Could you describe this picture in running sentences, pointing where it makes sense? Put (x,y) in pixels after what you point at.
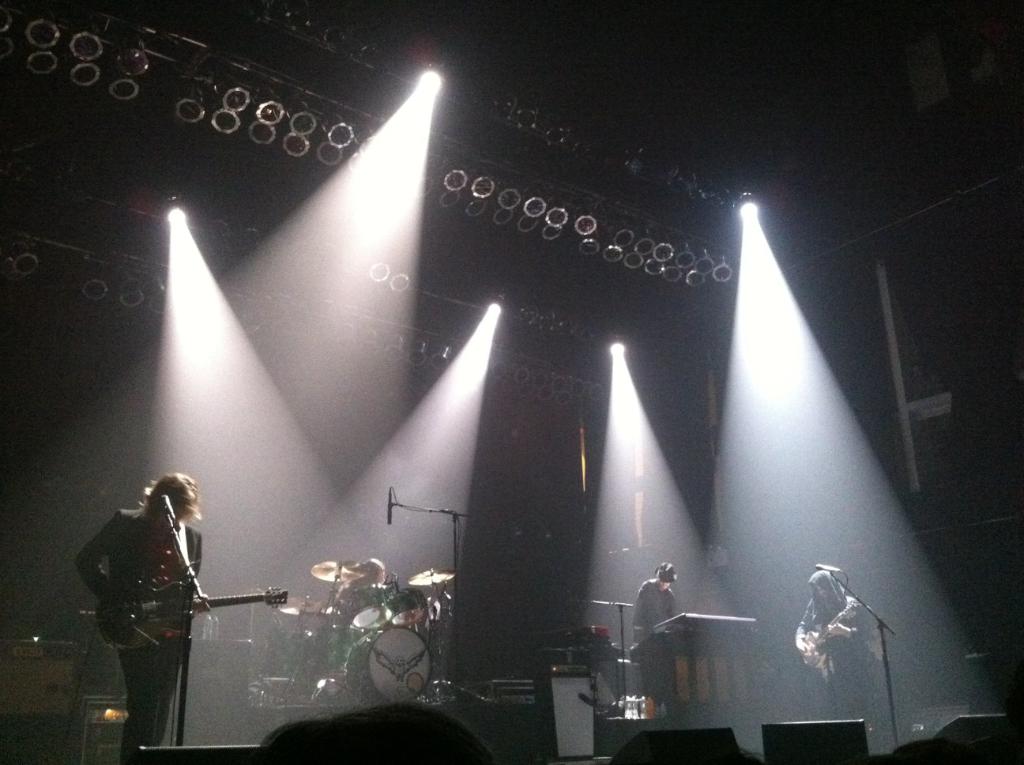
In this picture I can see few people (837,681) in front (156,679) who are holding musical instruments (827,633) in their hands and I see the tripods (186,597) on which there are mics (170,506) and in the background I see the lights (378,224) and I see that it is a bit dark.
